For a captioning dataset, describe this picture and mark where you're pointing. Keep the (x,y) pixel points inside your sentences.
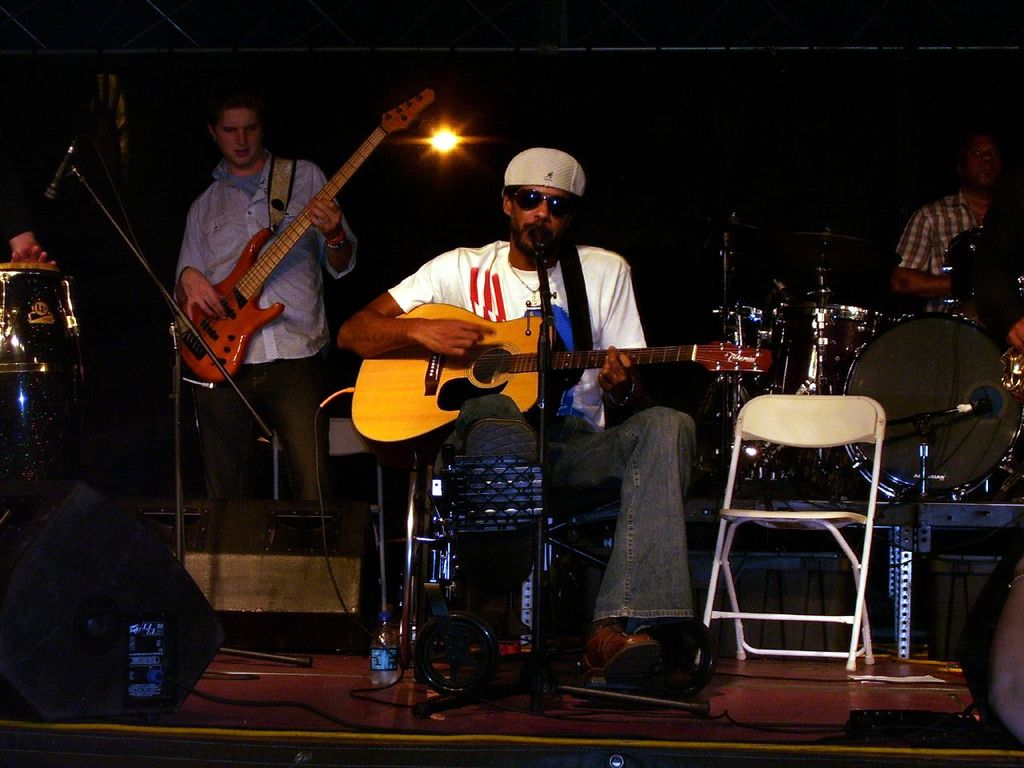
Here we can see a band (191,224) who is performing on the stage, the guy (508,268) in the center (368,314) is sitting on a chair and he is playing guitar (501,364) and there is a microphone (535,241) in front of him and the guy (938,237) in the right side (830,237) is playing drums (961,237) and same at the left side (29,309) is also playing drums (29,295), and the guy (289,315) beside him is playing a guitar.
